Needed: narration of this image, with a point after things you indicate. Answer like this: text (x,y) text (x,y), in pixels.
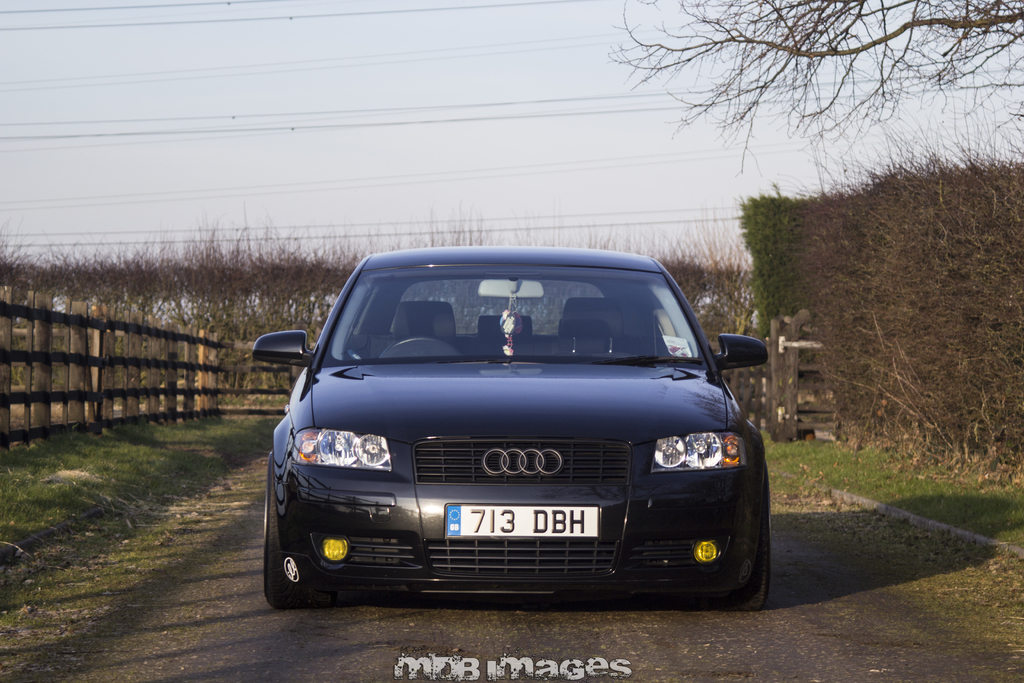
In this image, we can see a car (695,459). There is a fencing (165,406) on the left side of the image (127,362). There are trees (871,278) in the middle of the image (676,254). There is a branch (842,3) in the top right of the image (913,19). In the background of the image (574,163), there is a sky (372,127).
